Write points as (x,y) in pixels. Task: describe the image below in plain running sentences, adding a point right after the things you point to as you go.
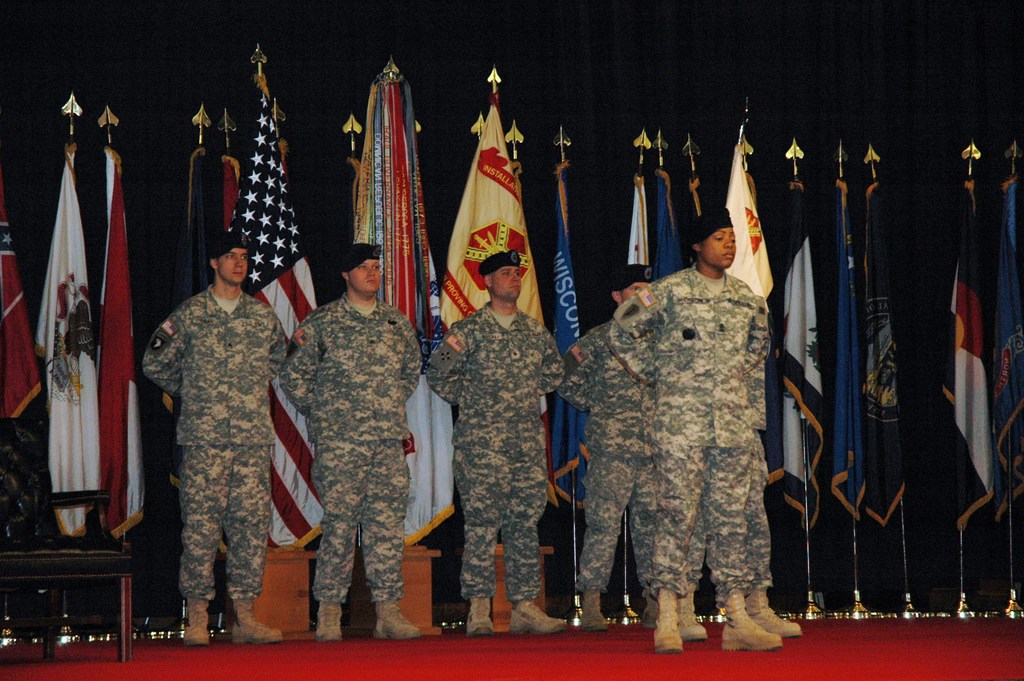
In this image we can see a group of people (501,416) standing on the floor (576,658). We can also see the flags (570,430), a wall (142,535) and a chair (3,504).
